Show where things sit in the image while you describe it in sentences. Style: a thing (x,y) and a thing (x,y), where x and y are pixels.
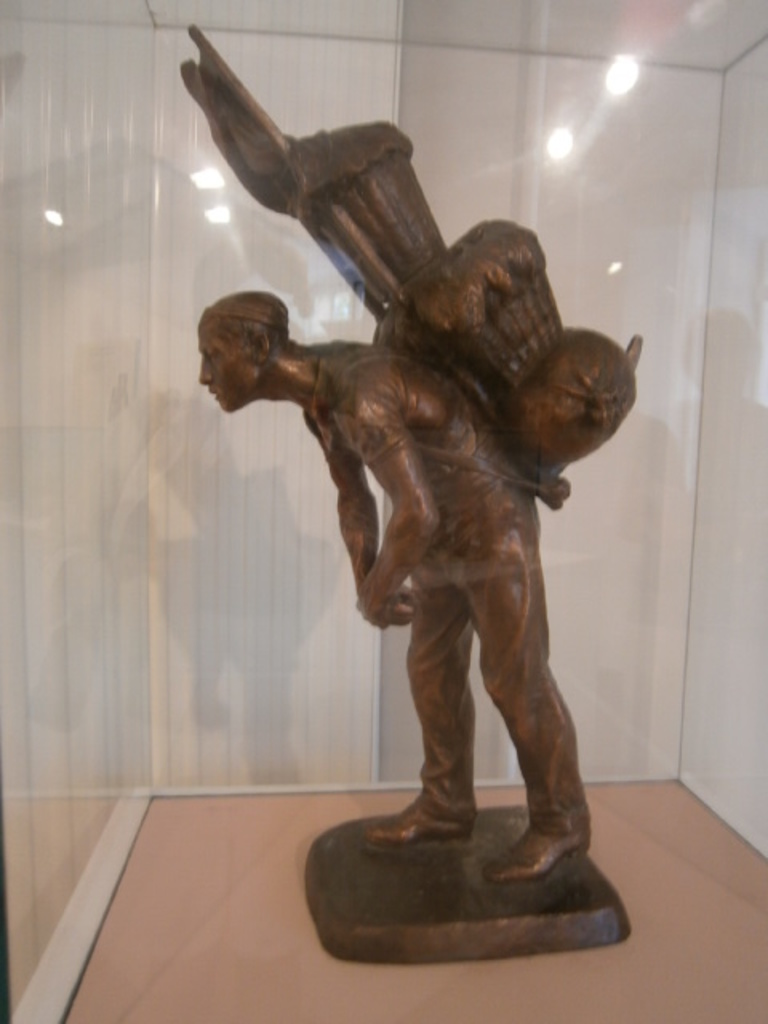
In this image I see the sculpture (381,317) of a person (402,540) and I see that the sculpture (286,135) is of brown in color and it is on the cream color surface (240,989) and in the background (184,779) I see the white wall (629,720) and I see the reflection (59,218) of the lights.
